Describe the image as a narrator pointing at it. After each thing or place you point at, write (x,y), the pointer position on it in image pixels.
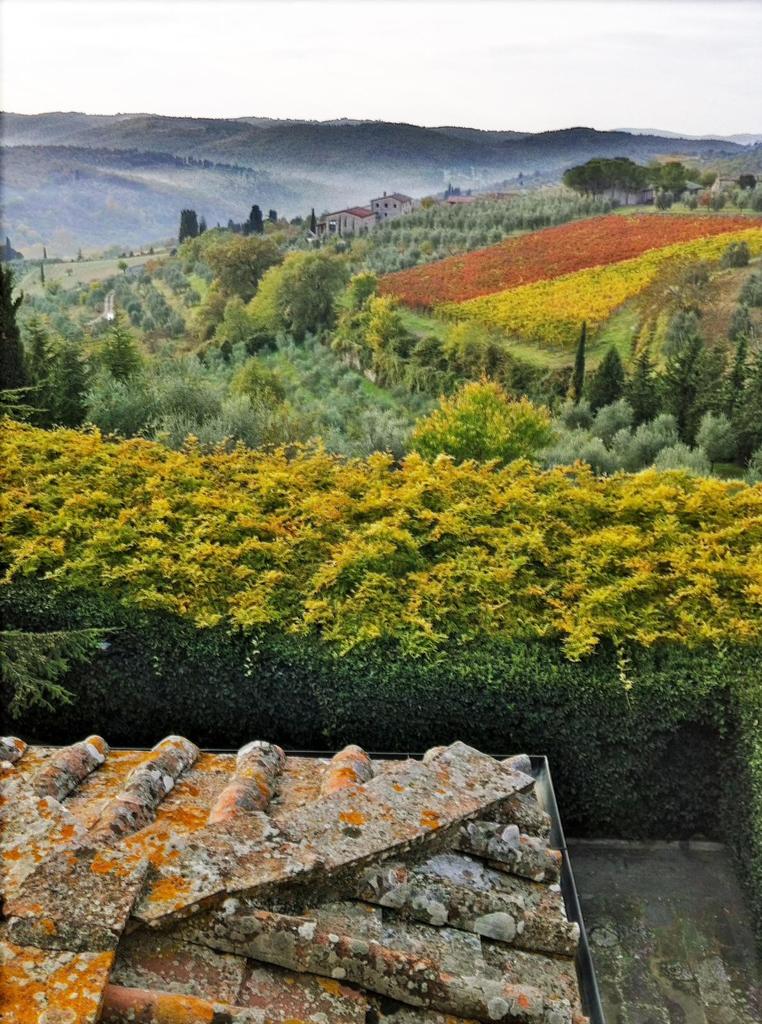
In this image we can see a group of trees (181,350), buildings (392,201). In the background (73,198), we can see group of mountains (419,147) and sky (425,25).
